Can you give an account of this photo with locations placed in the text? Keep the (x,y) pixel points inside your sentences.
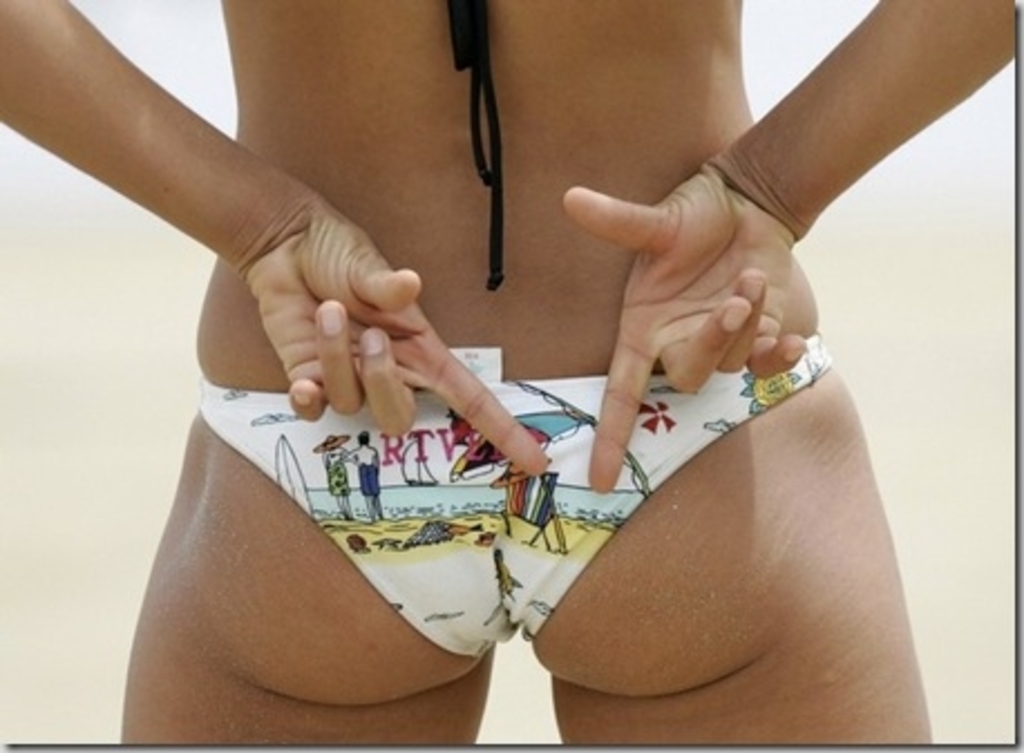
In this picture we can see a person (627,428) wearing an undergarment (567,462), we can see the fingers (386,407) of a person (608,375) showing some sign.
